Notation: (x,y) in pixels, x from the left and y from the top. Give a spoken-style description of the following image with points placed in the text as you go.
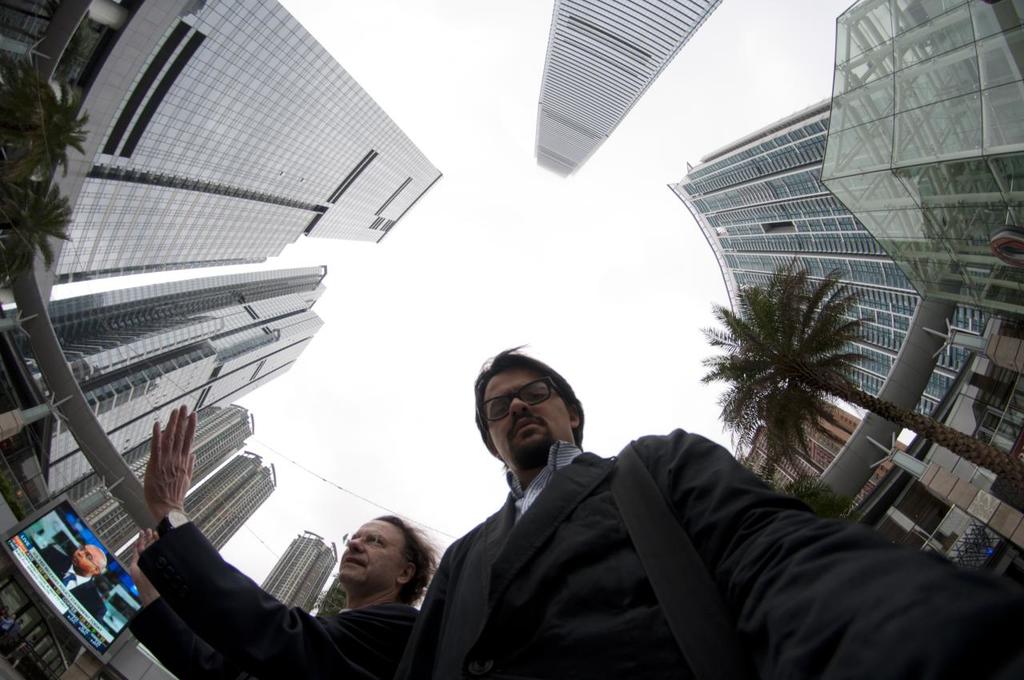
There are two people (599,574). We can see trees (749,358), screen (27,533), buildings (262,198) and sky (545,219).
